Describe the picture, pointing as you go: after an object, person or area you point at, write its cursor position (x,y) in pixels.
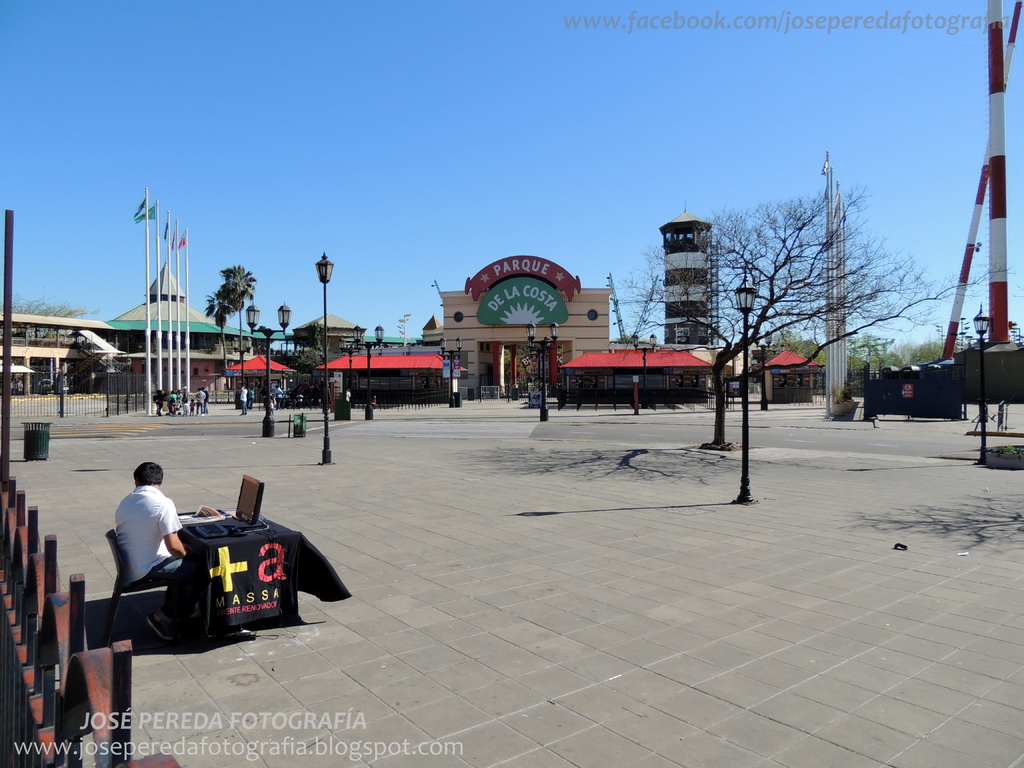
In the image there is a person (147,519) sitting in front of table (191,524) with computer (254,502) on it on the left side (159,528), behind him there is a fence (22,625) and over the background there are buildings (494,331) with plants (32,308), flags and street lights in front of it and above its sky (178,91).
